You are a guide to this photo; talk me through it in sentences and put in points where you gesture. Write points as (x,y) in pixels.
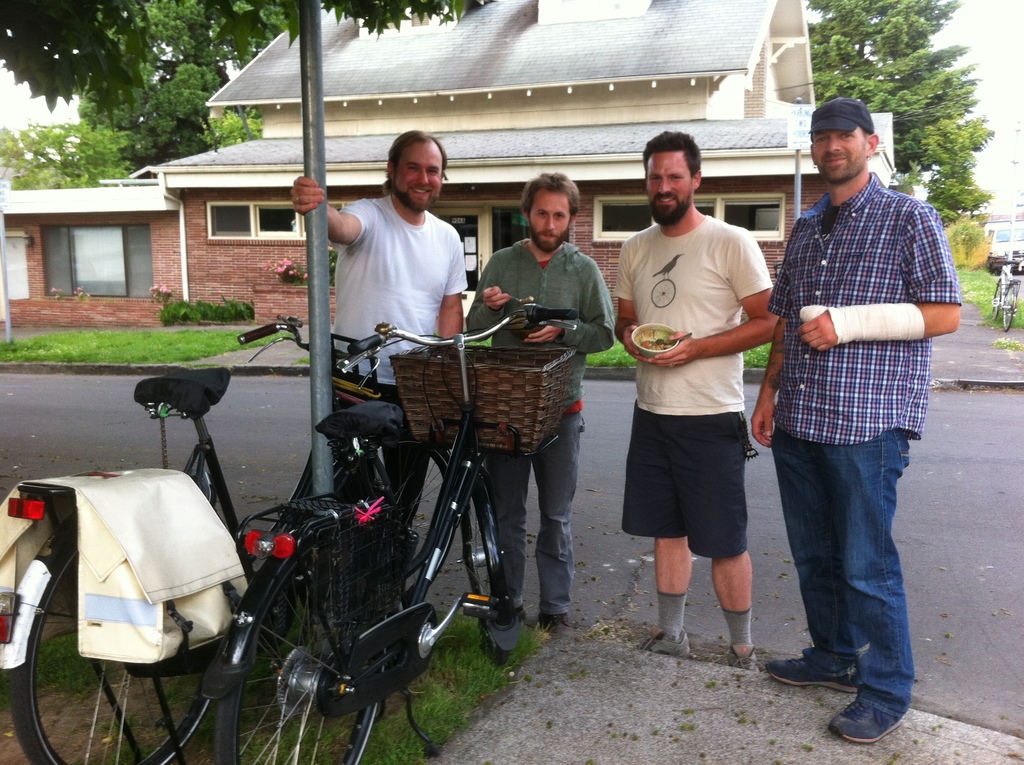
In the center of the image (342,281) we can see four people (695,398) standing. On the left (151,631) there are two bicycles (288,612). In the background (401,126) there is a building (619,235) and trees (950,111). At the bottom (960,539) there is a road (140,429).
